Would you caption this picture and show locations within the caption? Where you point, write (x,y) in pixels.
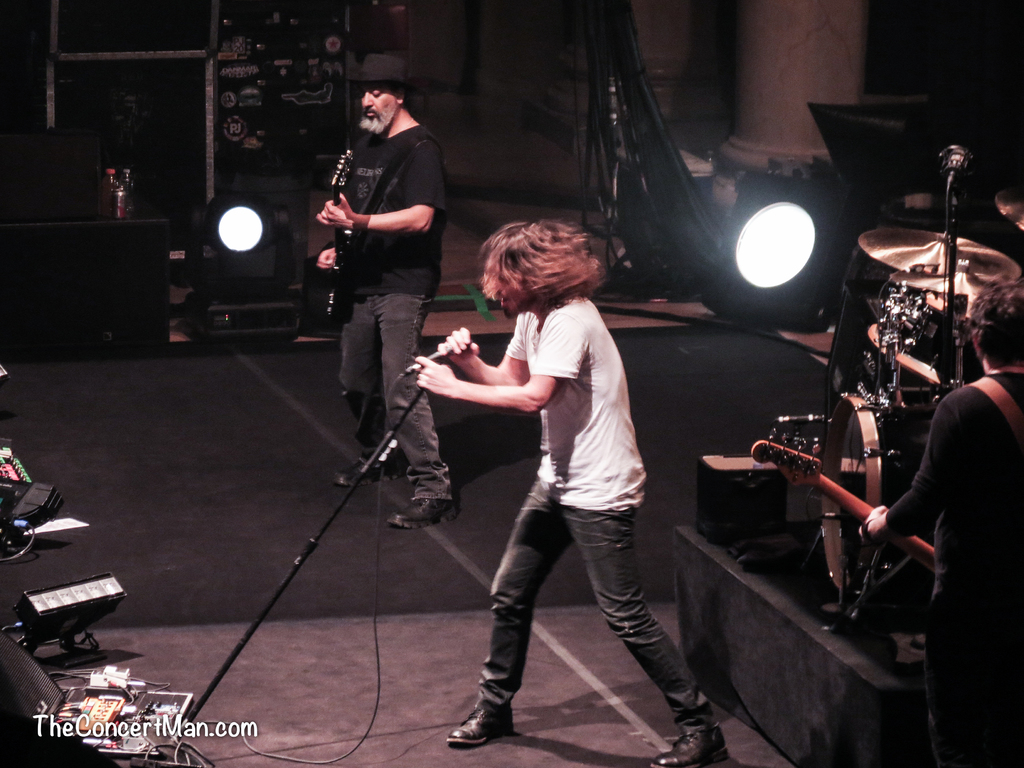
In this picture we can see three persons (383,246) are standing on the floor (440,613). He is singing on the mike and he is playing guitar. Here we can see lights (753,296) and these are some musical instruments (844,580).
